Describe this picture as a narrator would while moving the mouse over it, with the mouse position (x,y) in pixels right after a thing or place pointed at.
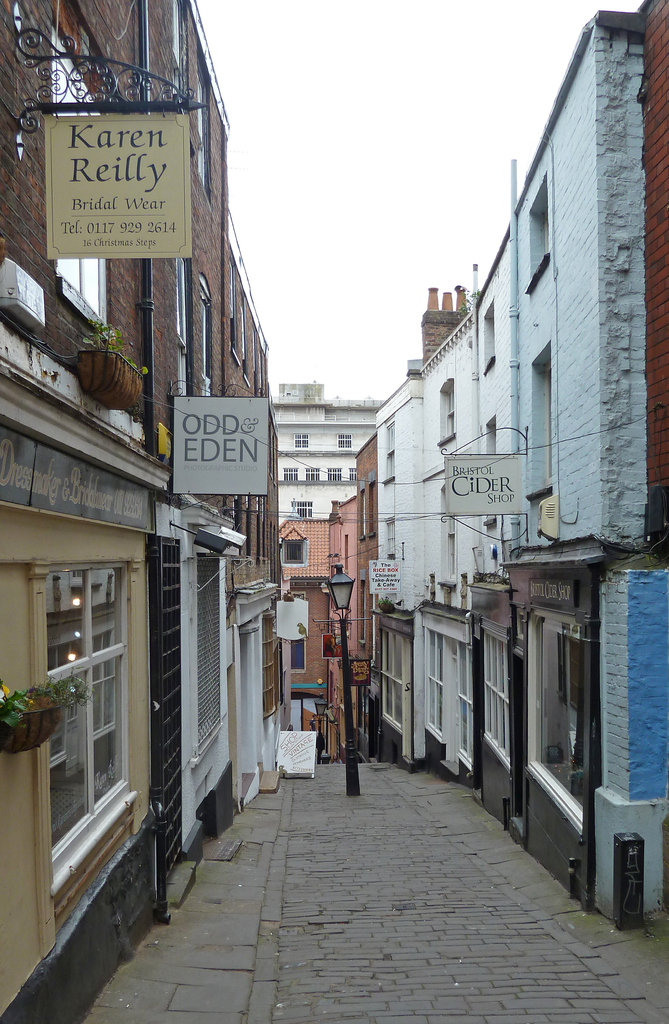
In this image I can see it looks like a street (374,858), on the left side (164,543) there are buildings (147,715) with glass windows (65,644) and there are boards (107,176). At the top (382,115) it is the sky (378,99).
